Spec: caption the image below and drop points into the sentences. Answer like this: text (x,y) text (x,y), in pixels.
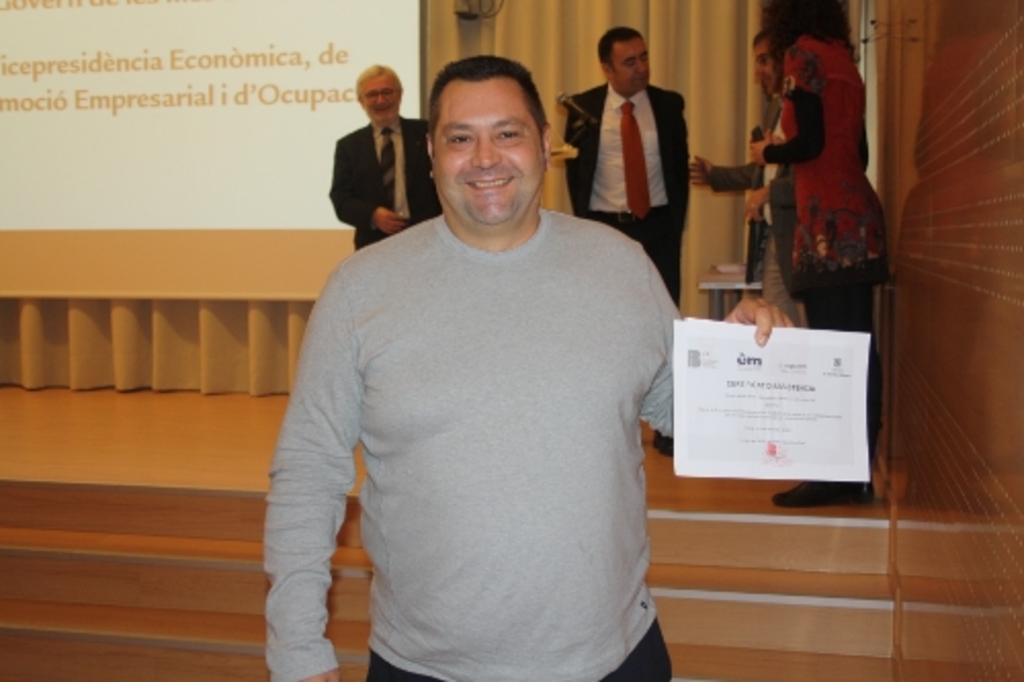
The man (404,475) in front of the picture wearing a grey T-shirt (484,425) is holding a certificate (724,390) or a paper (724,390) in his hand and he is smiling. Behind him, we see a staircase (718,520) and there are four people (588,184) standing on the stage (255,414). Behind them, we see a projector screen (209,137) and beside that, we see a sheet (530,43) in white color. This picture might be clicked in an auditorium (198,253).
